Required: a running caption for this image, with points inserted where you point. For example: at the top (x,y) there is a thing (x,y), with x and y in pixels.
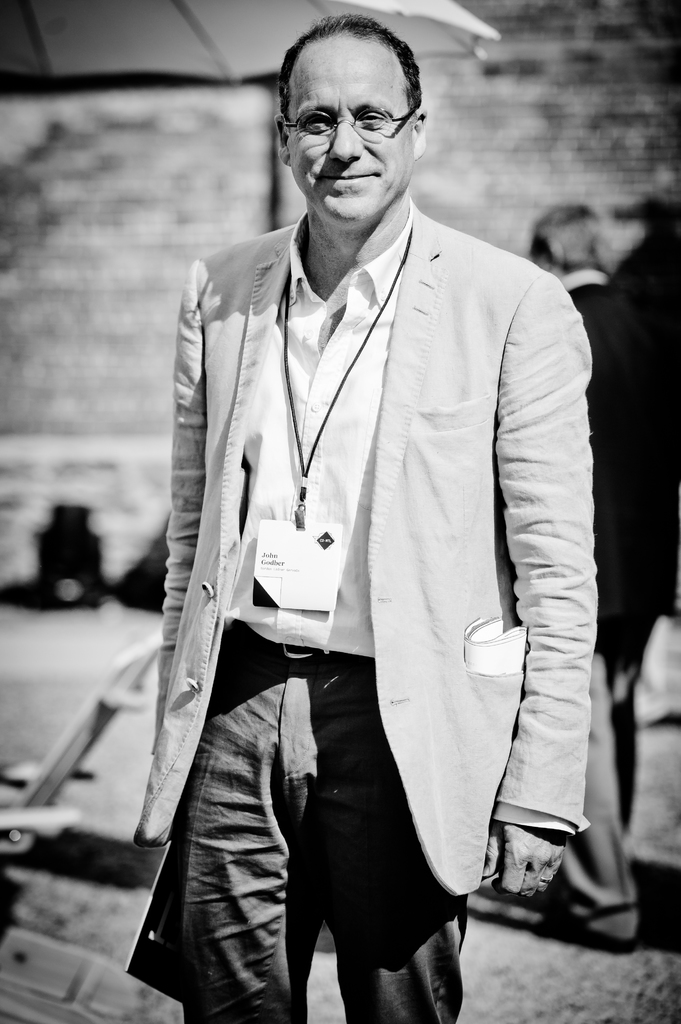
This is a black and white image. In this image we can see men (356,754) standing on the ground (479,944) and a chair (58,760).
